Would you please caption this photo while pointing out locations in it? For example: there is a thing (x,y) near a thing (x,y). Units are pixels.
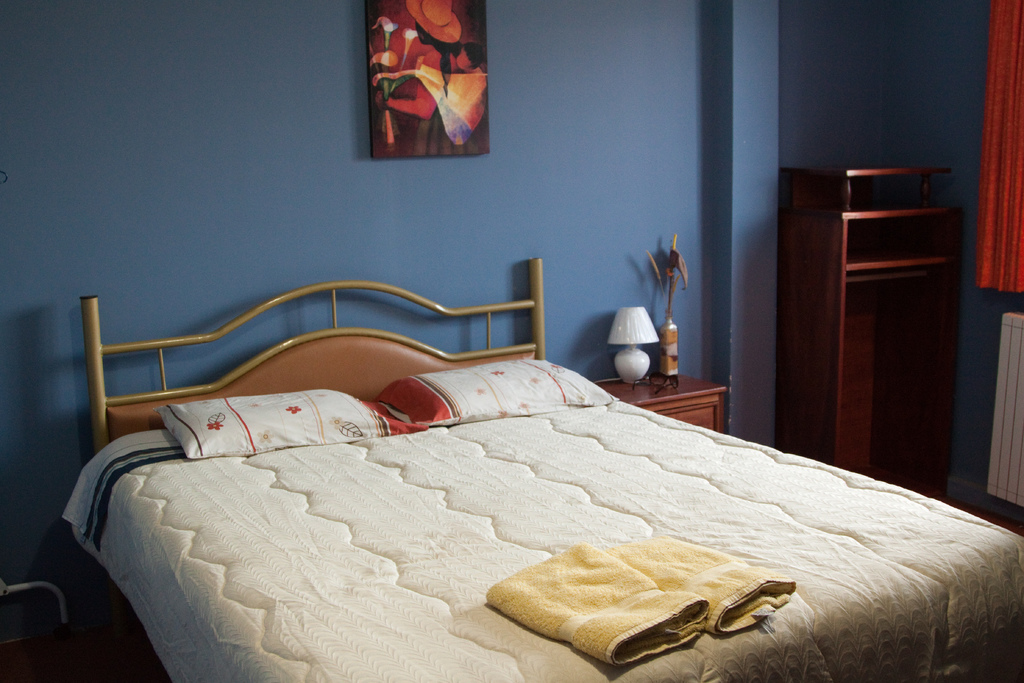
In this image I can see a bed (590,488) and two pillows (592,391) on it. I can also see two towels (686,631), a lamp (632,352), curtain (995,164) and a painting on this wall (205,161).
